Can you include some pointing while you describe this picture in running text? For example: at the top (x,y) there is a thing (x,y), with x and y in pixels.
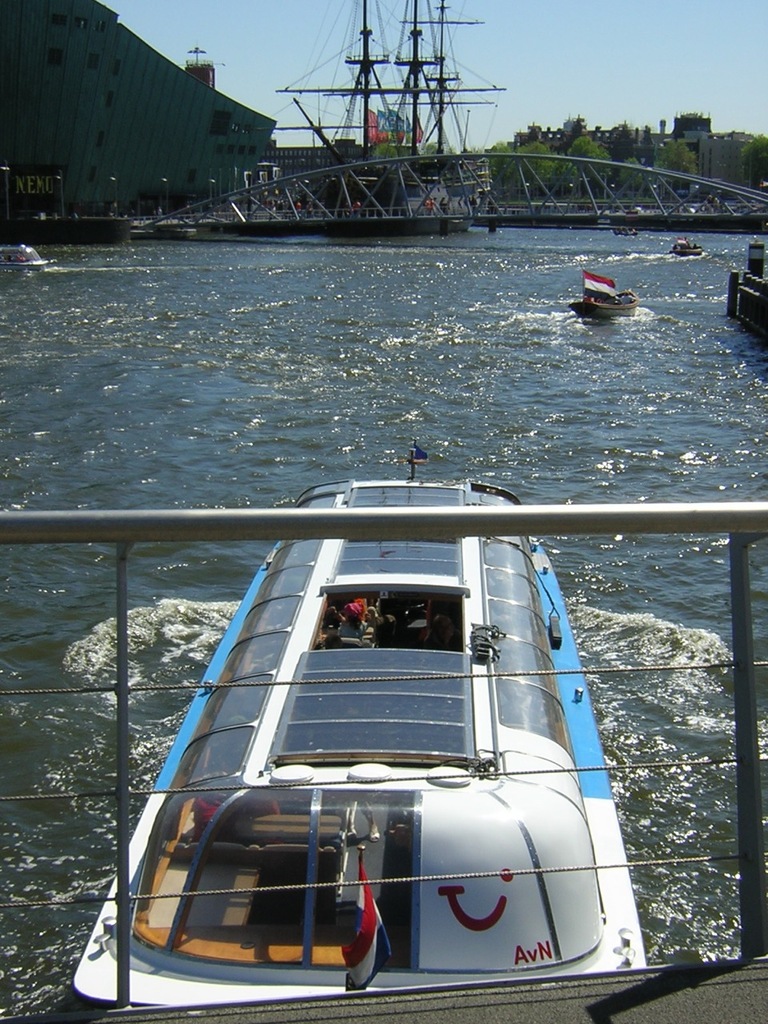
In the foreground of this image (603,605), there is railing (527,525) and a boat (418,624) on the water (591,598). In the background (621,289), there are boats (602,305), a ship (454,184), water (378,291), bridge (335,206), trees (752,155), buildings (203,156) and the sky (555,87).
